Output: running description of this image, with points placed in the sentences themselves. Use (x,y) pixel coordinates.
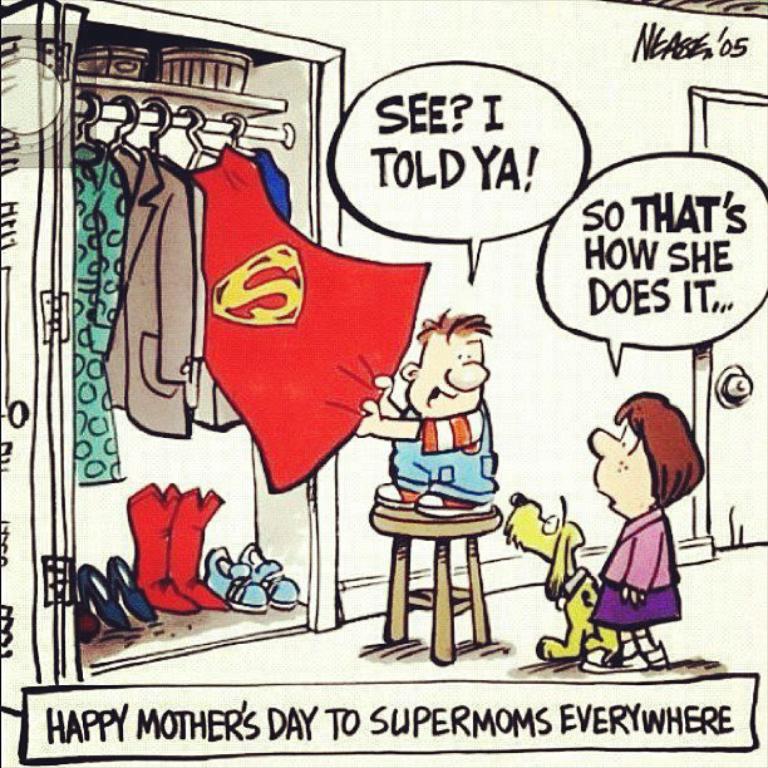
This is a cartoon image. In this image we can see a boy (457,478) standing on the seating stool (449,594), dog (555,591) sitting and girl (619,613) standing on the floor (525,656), clothes (266,254) hanged to the hangers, shoes (220,556) placed in the closet (238,518) and some text (451,179).
